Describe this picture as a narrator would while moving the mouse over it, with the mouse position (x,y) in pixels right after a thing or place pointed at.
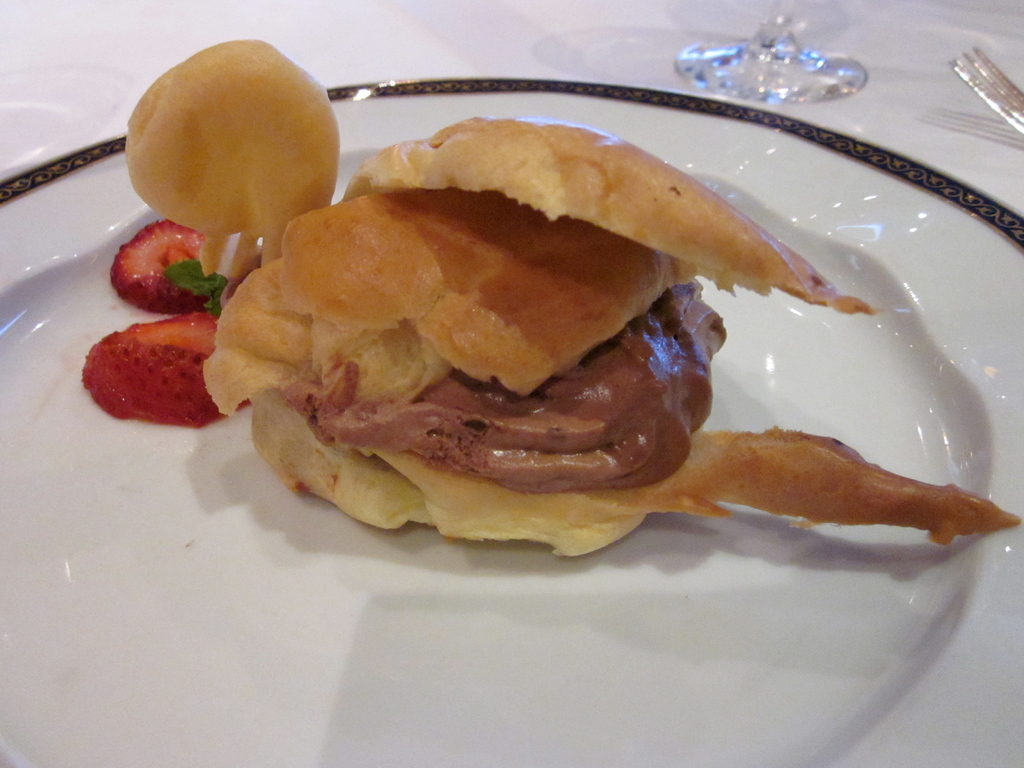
In this image I can see the food (548,517) in the white color plate (713,528). I can see the glass (785,65), fork (1012,95) and the plate (925,176) on the white color surface (631,64).
